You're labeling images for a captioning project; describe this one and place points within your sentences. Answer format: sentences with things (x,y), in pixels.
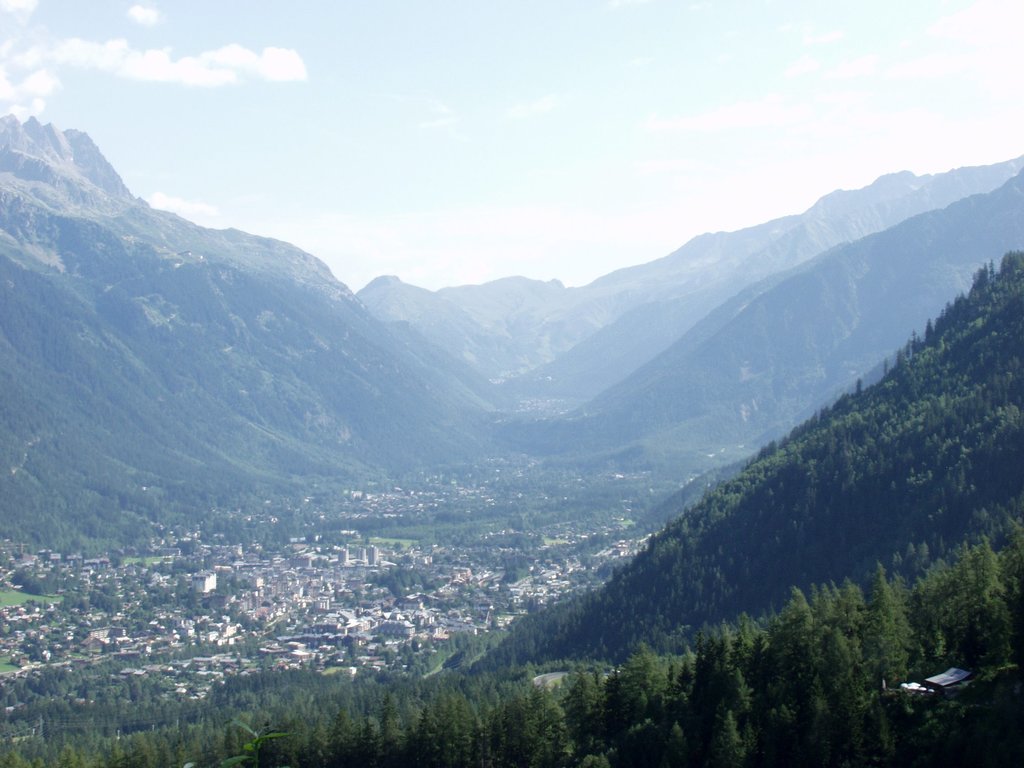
In this image we can see trees (536,624) on the hills (636,570), houses (300,633), hills (3,364) and the sky (368,238) with clouds (491,229) in the background (398,238).
